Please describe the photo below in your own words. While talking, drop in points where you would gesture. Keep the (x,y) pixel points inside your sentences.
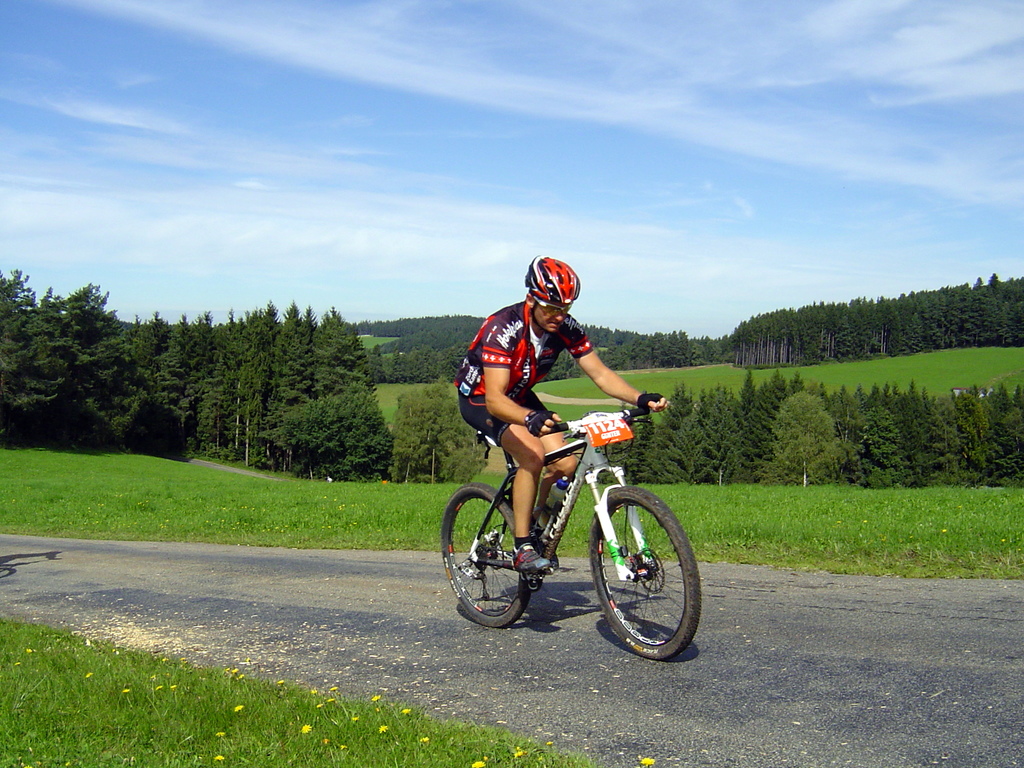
There is a man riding a bicycle (689,610) on the road (778,675). This is grass (251,527). In the background (374,433) we can see trees (714,414) and sky (564,180).
